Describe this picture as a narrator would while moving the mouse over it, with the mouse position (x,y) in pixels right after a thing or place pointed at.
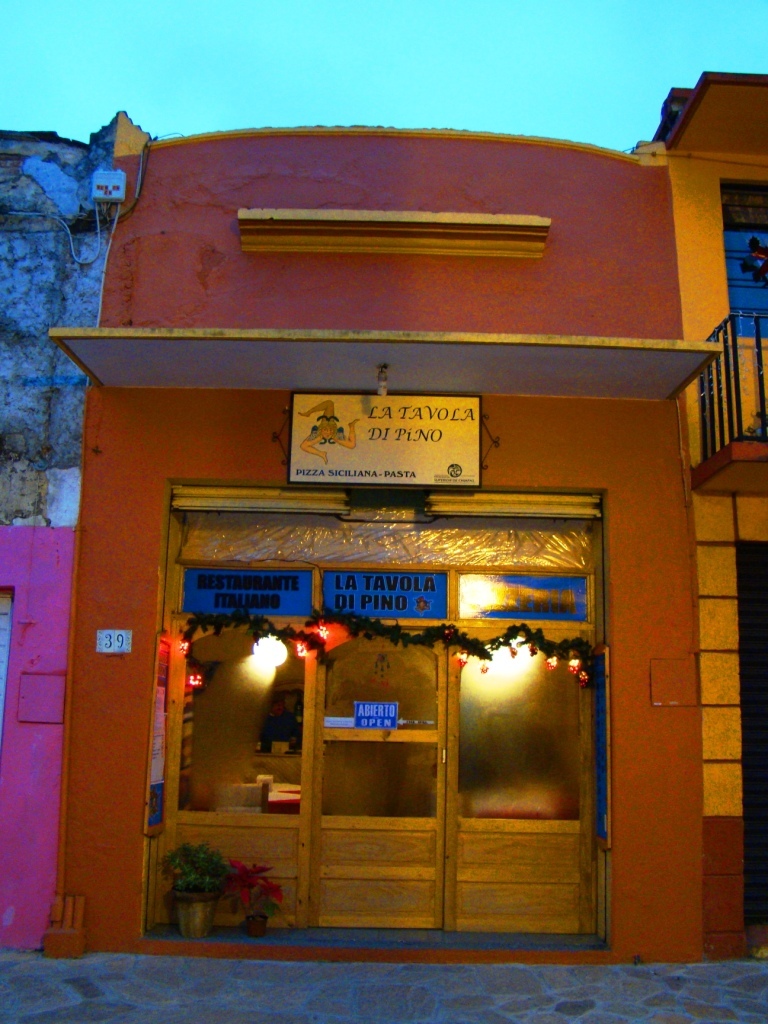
In this image I can see a building (524,594), in front of the building (134,893) I can see entrance gate (164,908) and in front of gate (167,886) I can see flower pots (203,892) and plants (189,881) and lights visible in the building (199,289).
